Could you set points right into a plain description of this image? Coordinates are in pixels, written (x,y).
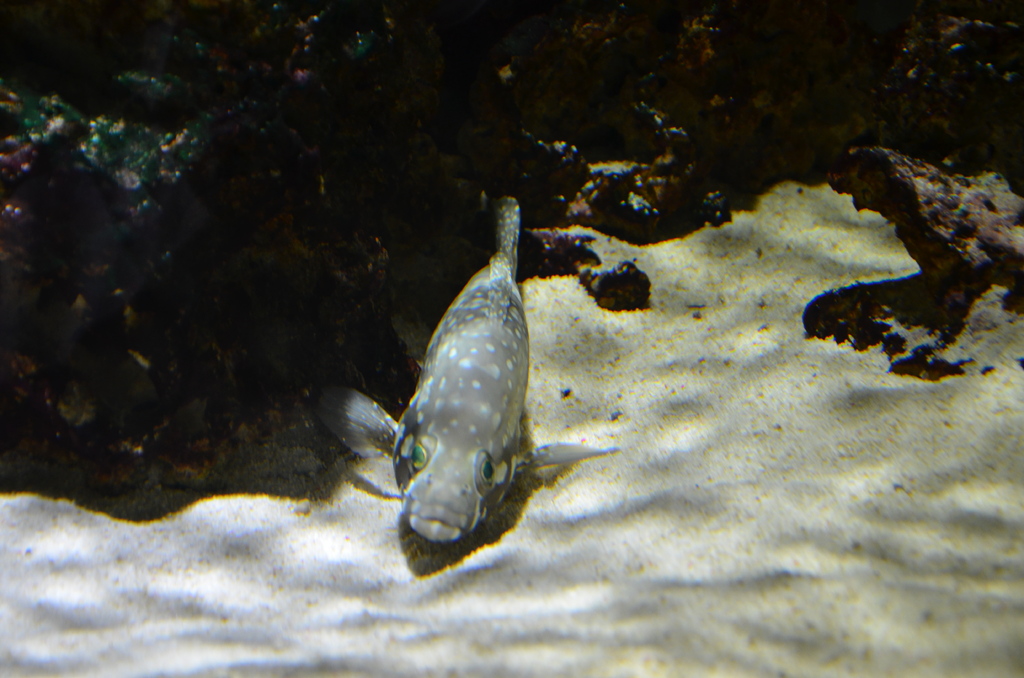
In this image we can see a fish (460,368) in the water (391,199). On the ground (565,562) there is sand (796,391). In the back (697,180) there are rocks (615,141).
